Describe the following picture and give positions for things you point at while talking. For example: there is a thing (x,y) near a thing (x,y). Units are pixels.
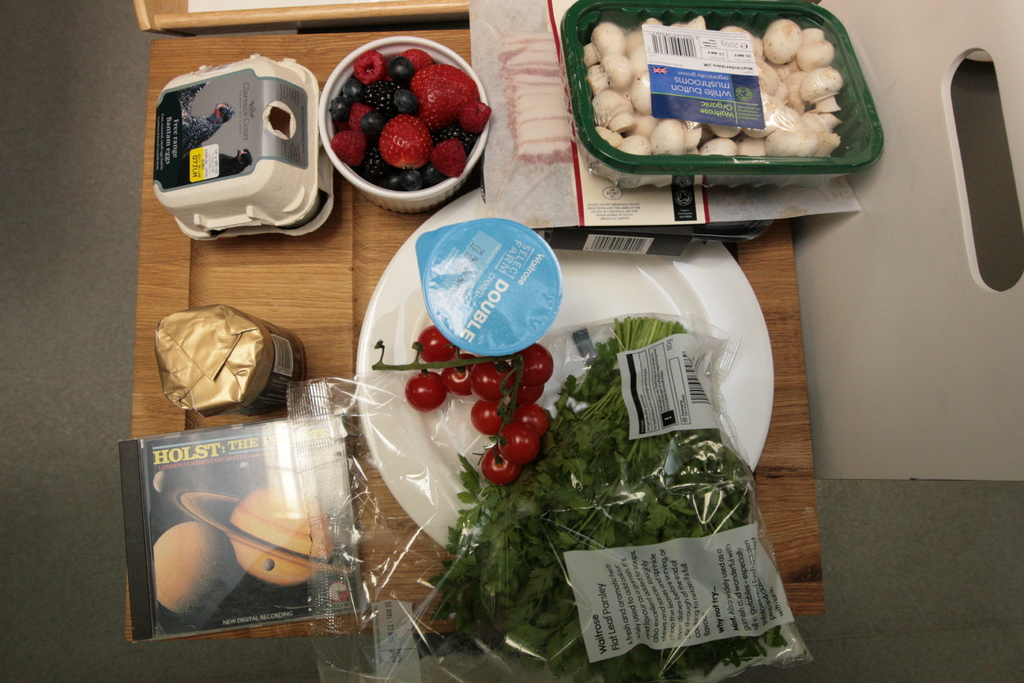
In this image there is a table (256,299) having bowls (483,136), box (735,118), plate (535,394), CD case (303,503) and few objects (286,330). The bowl (372,191) is filled with fruits (388,113). There are mushrooms (652,129) in the box (656,79). On the plate (544,405) there are fruits (525,376) and a packet (669,381) which is having leafy vegetables (617,436). Right side (969,374) there is a chair (946,335) on the floor (830,570). Top of the image (277,9) there is a wooden object (435,11) on the floor (87,248).
